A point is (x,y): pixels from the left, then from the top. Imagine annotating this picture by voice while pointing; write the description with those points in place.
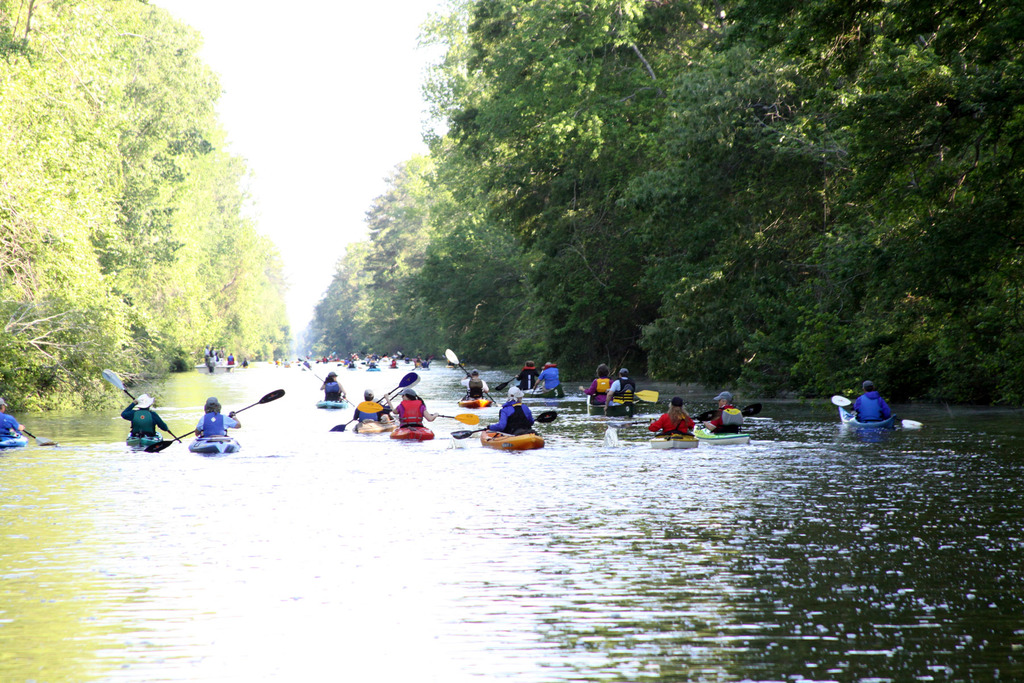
This is an outside view. At the bottom (581,575) I can see water (850,619). In the middle of the image (530,379) there are many people (410,395) sitting on the boats (510,440) by holding paddles (265,402) in their hands (231,419). In the background (159,327) there are many trees (34,294). At the top of the image (296,119) I can see the sky (301,151).
